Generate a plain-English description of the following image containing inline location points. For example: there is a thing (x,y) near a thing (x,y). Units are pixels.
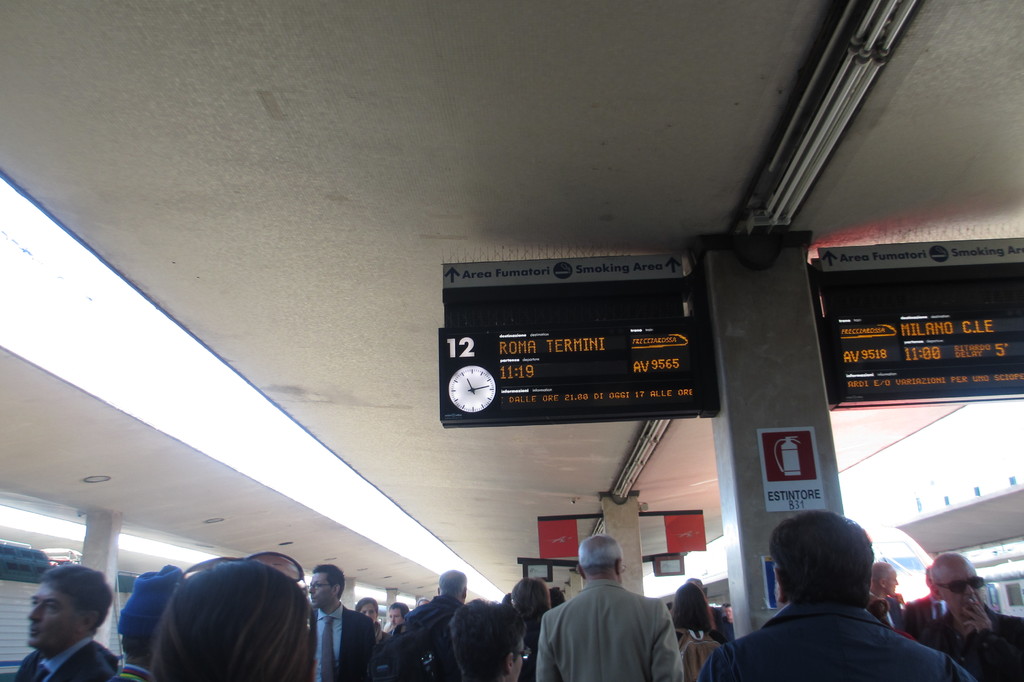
It is a railway station (536,386), there is a lot of crowd (547,624) on the platform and beside the platform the trains (61,563) are moving and there is a pillar (748,464) in between the platform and it is displaying the time and information (585,344) about the trains (25,580).
